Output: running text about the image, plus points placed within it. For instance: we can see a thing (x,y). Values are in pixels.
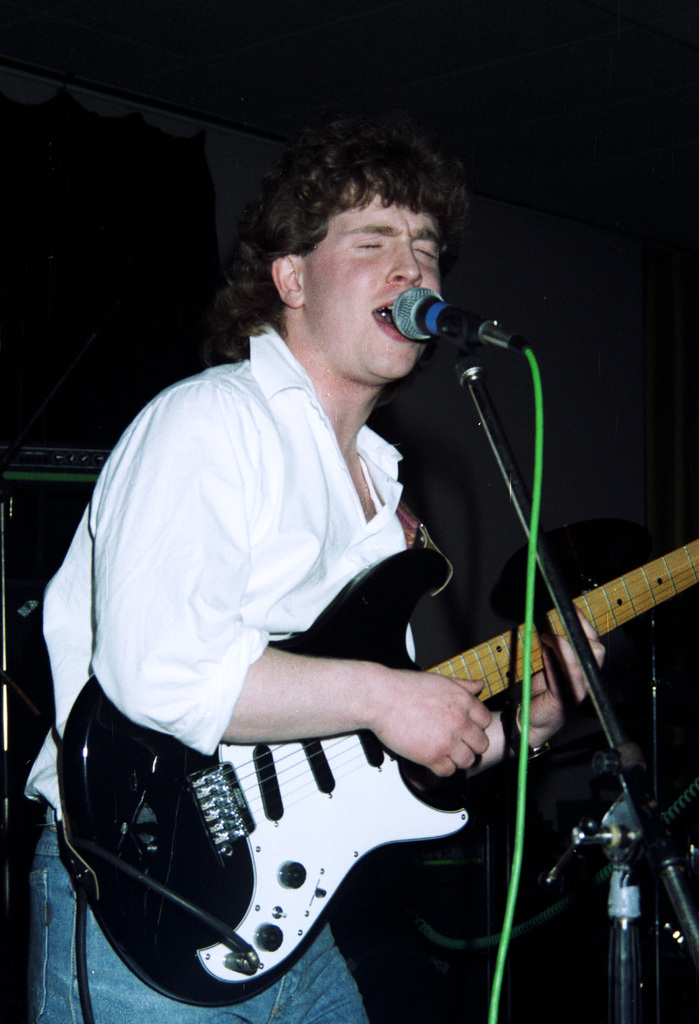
In this image we can see a man (339,542) standing holding a guitar (444,818). We can also see a mic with a stand (634,749) in front of him. On the backside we can see a device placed aside. We can also see some curtains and a wall (439,399).
